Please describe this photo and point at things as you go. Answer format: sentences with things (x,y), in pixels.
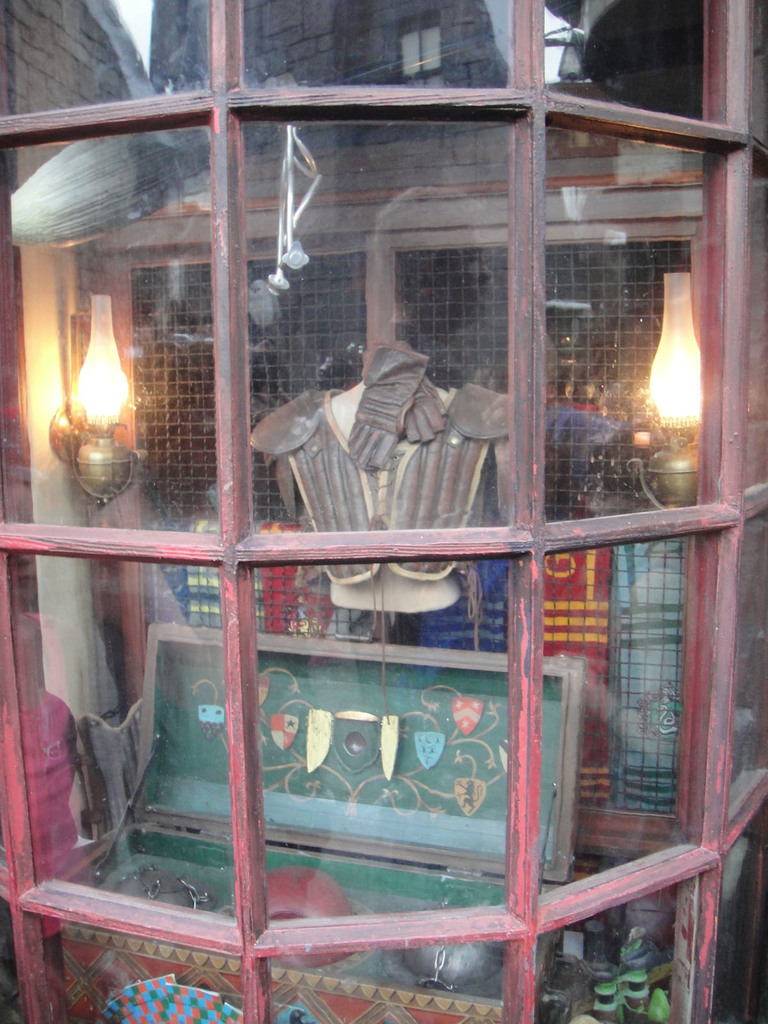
In this image armor (319,480), box (291,874) and light (71,444) placed in a glass shelf (735,354). In background (648,271) we can see mesh (502,291).
